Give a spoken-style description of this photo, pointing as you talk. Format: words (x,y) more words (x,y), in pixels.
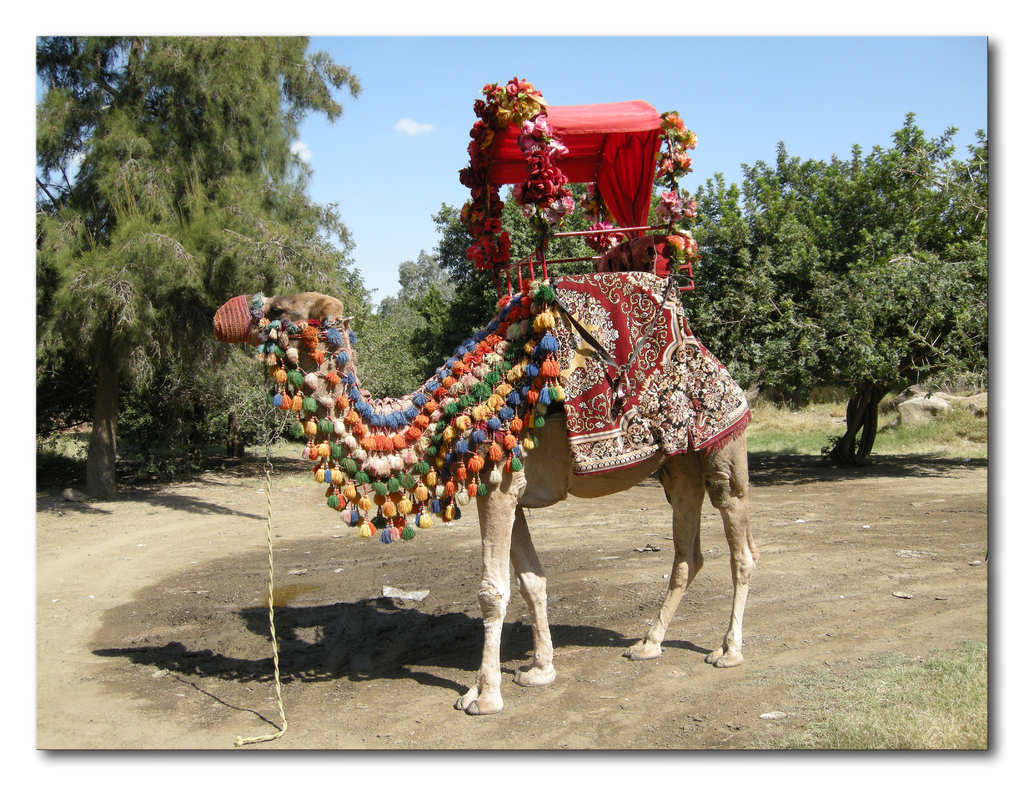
There is a camel (485,524). On the camel (504,502) there is a cloth (586,392) and some decorative items (450,424). Also there is a stand (592,181). On that there are flowers (499,210). Also there is a rope (279,706) tied to the camel (495,567). In the background (274,270) there are trees (777,252) and sky (384,144).
